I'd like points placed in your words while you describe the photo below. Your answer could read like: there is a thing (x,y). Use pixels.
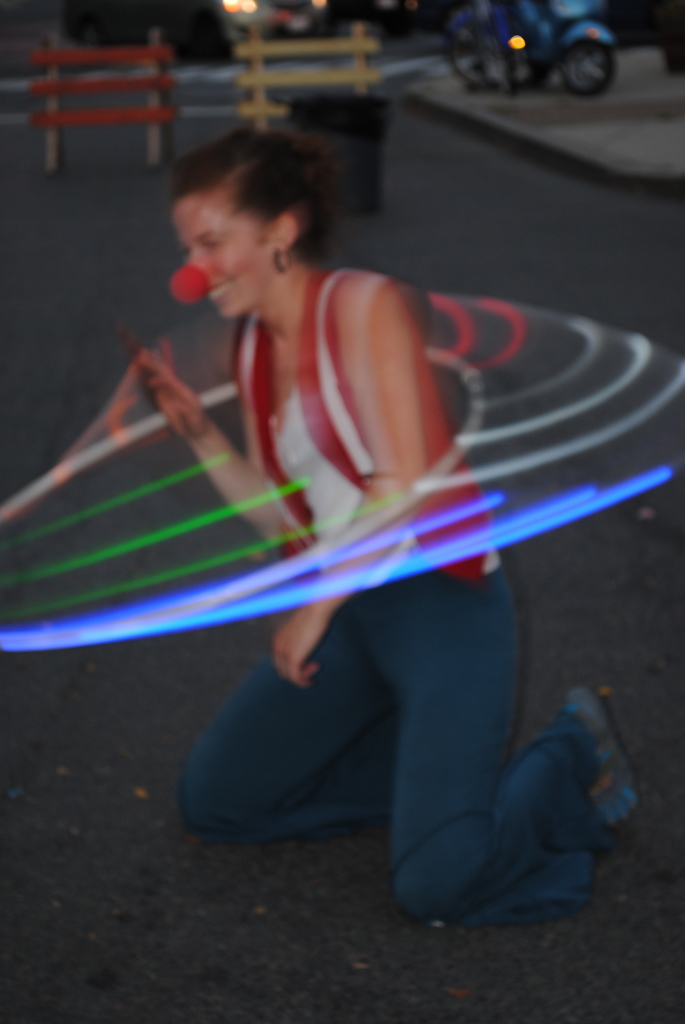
We can see a woman (368,598) is standing on her knees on the road (390,964) and there is a ring (333,576) to her body (393,287) and we can see lights (298,534) around her and there is an object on her nose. In the background (435,174) there is a dustbin (326,139) on the road (432,166) at the wooden stands (163,117). At the top (484,76) the image is not clear but we can see vehicles (497,74) on the ground (420,65).
